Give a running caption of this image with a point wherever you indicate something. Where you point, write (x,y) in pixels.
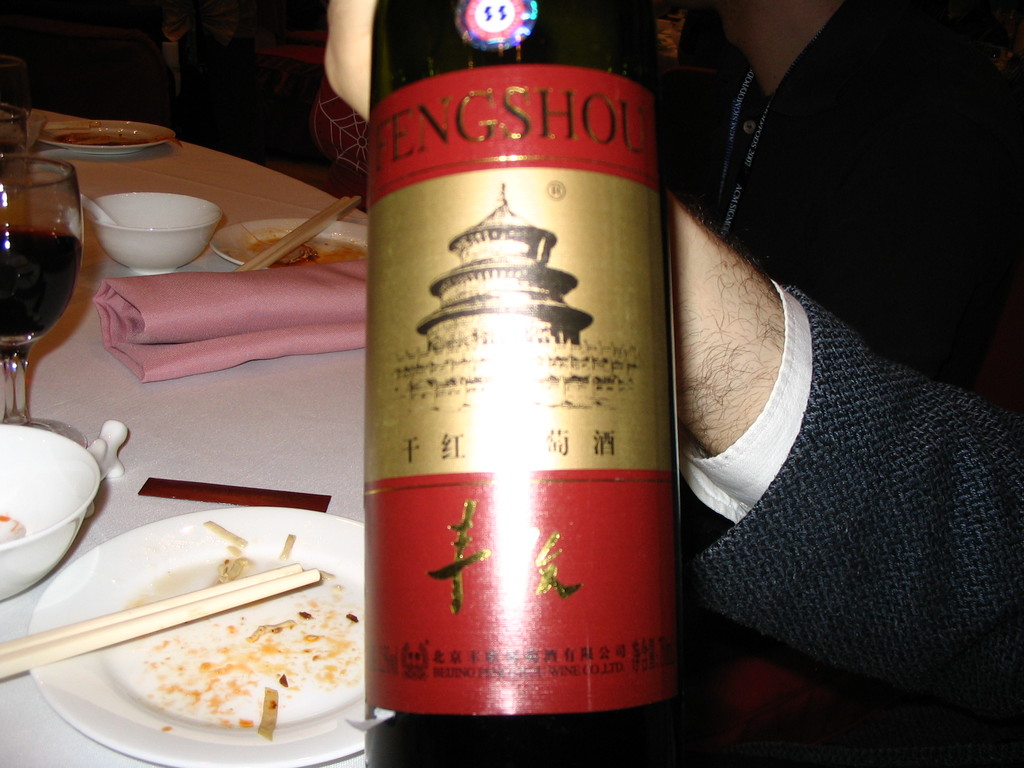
In this picture there is a wine bottle (405,172) it is held by a person (892,494), in front him there is a table (312,417) with a wine glass (51,173), a plate (156,646), a bowl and a napkin (292,313).
